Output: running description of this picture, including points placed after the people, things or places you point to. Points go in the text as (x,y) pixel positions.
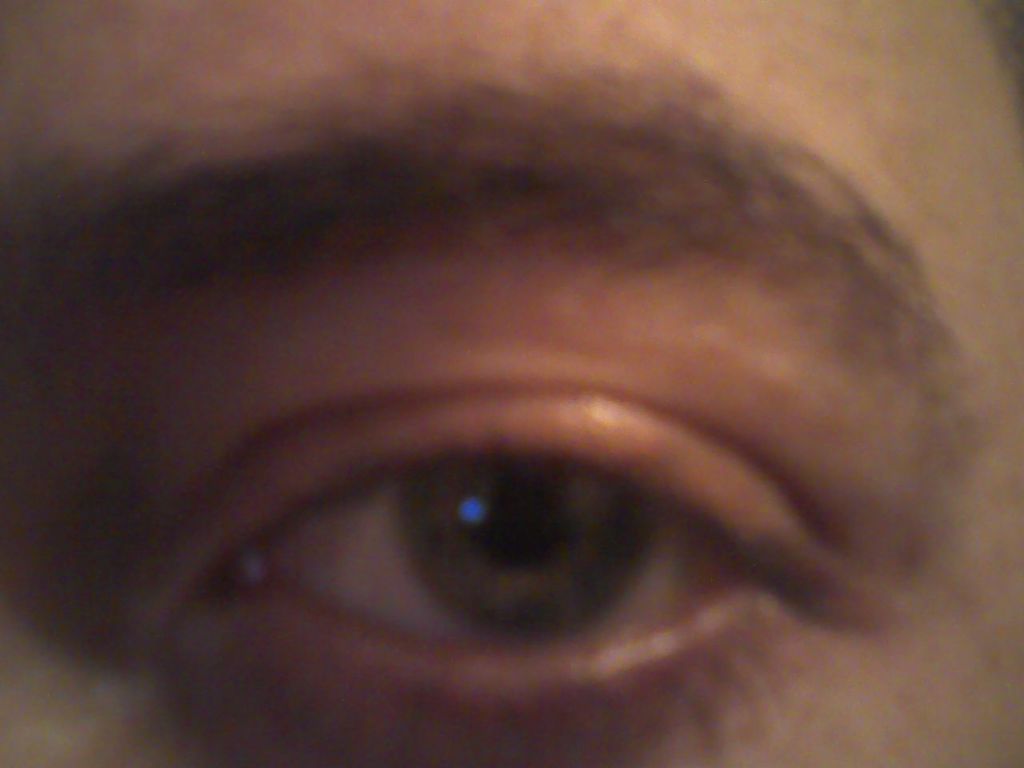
In the picture we can see a human eye (675,482) with a eyebrow (529,178).
